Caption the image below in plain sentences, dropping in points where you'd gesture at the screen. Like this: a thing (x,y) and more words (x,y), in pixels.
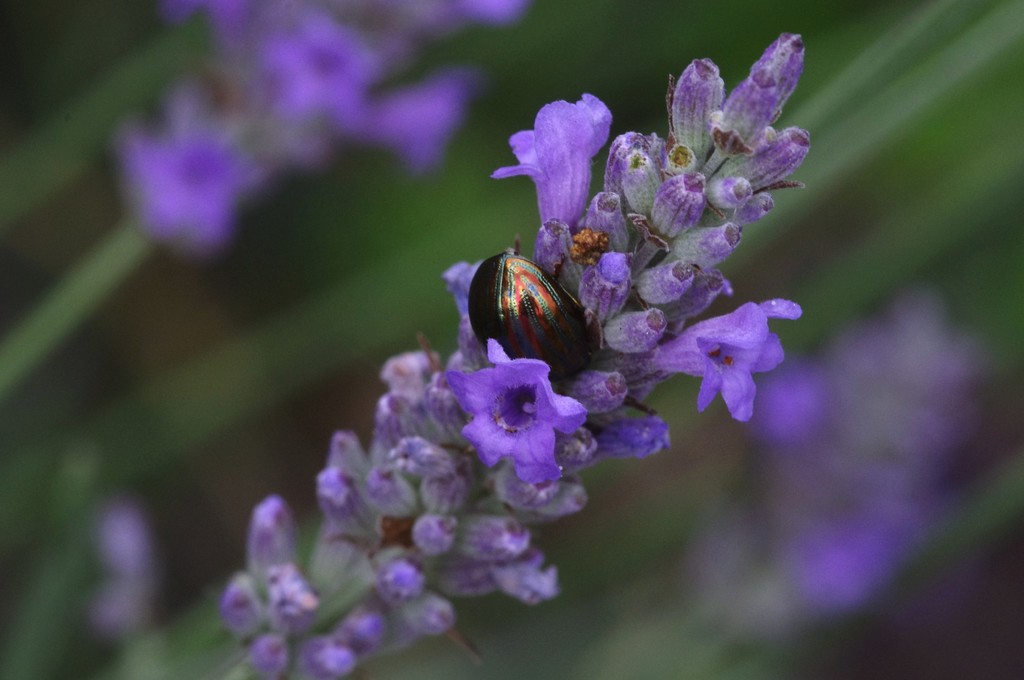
Here we can see an insect (535,280) on the flowers (408,419). In the background (253,162) the image is blur but we can see flowers (396,135).
